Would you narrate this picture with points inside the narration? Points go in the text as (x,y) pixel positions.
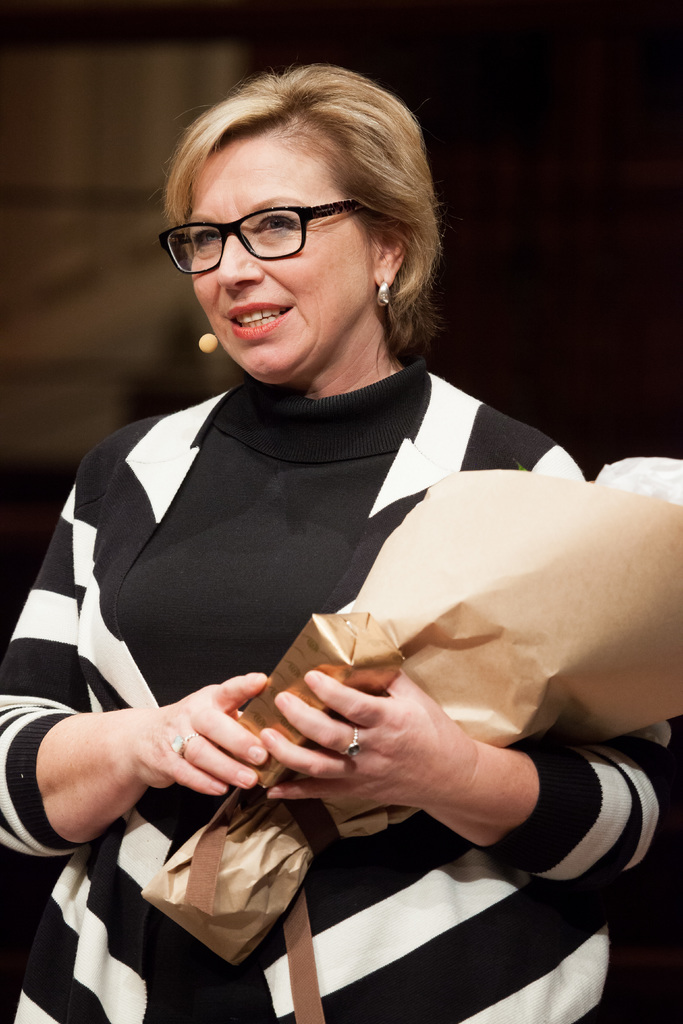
In this picture there is a woman (41,964) standing and holding a flower bouquet (288,812). The background (52,306) is blurred.
